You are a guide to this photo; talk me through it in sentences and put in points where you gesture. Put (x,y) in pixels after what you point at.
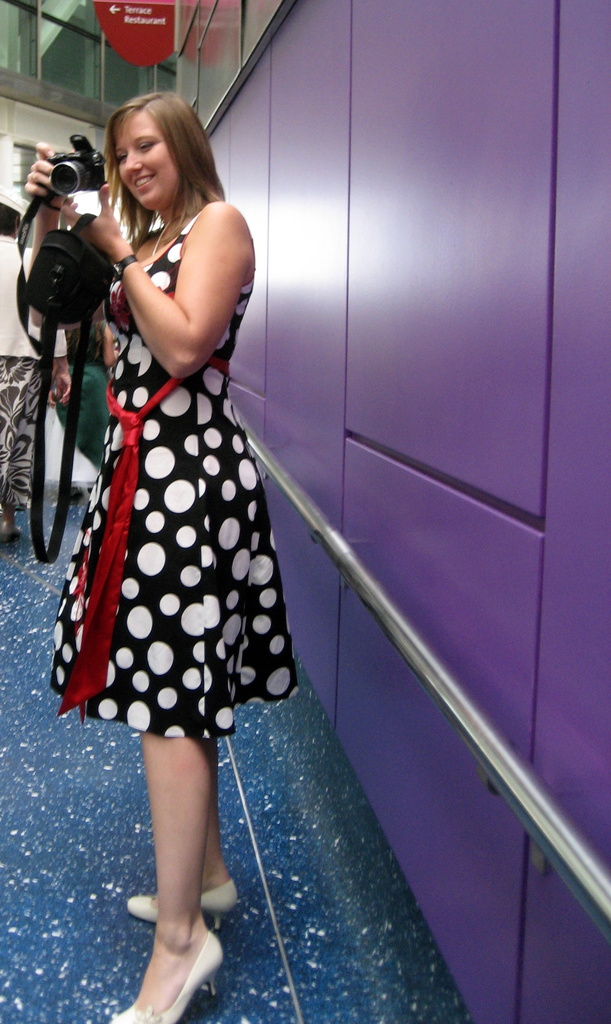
This picture shows a woman (149,659) standing, holding a camera (59,172) in her hand (57,213) and a bag (51,307). In the background (284,322) there is a wall (323,322).
